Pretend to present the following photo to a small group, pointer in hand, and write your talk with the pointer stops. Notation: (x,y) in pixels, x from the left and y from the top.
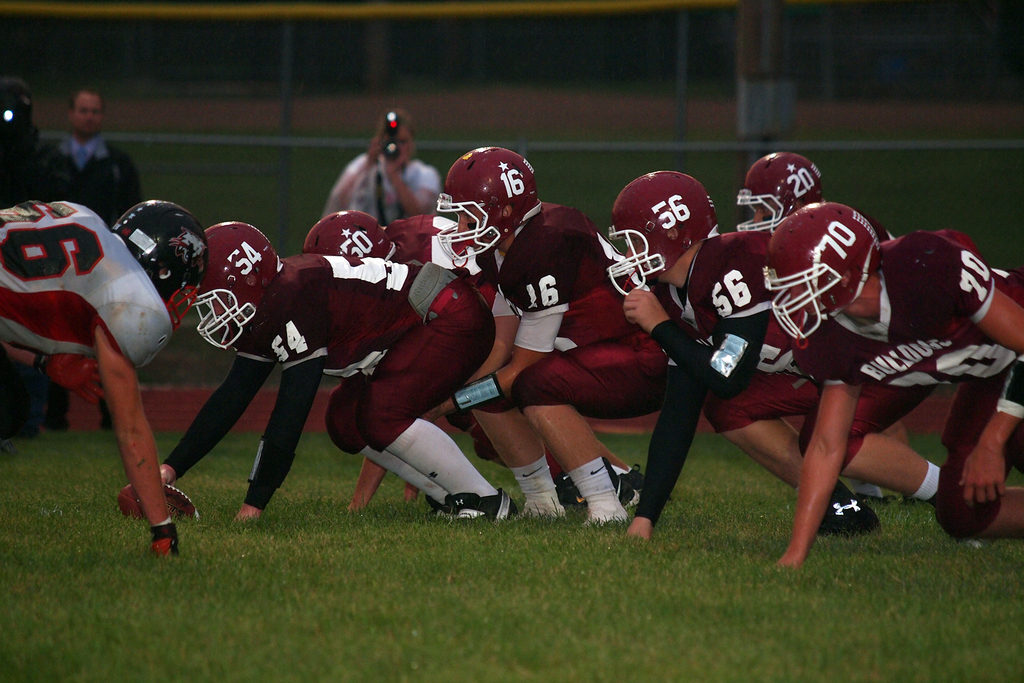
As we can see in the image there are few people (524,303) wearing red color dresses (567,289) and helmets (445,228). In the background (376,164) there is a man (376,164) holding camera (389,118). There is grass (432,577), fence (647,28) and the image is little dark.
